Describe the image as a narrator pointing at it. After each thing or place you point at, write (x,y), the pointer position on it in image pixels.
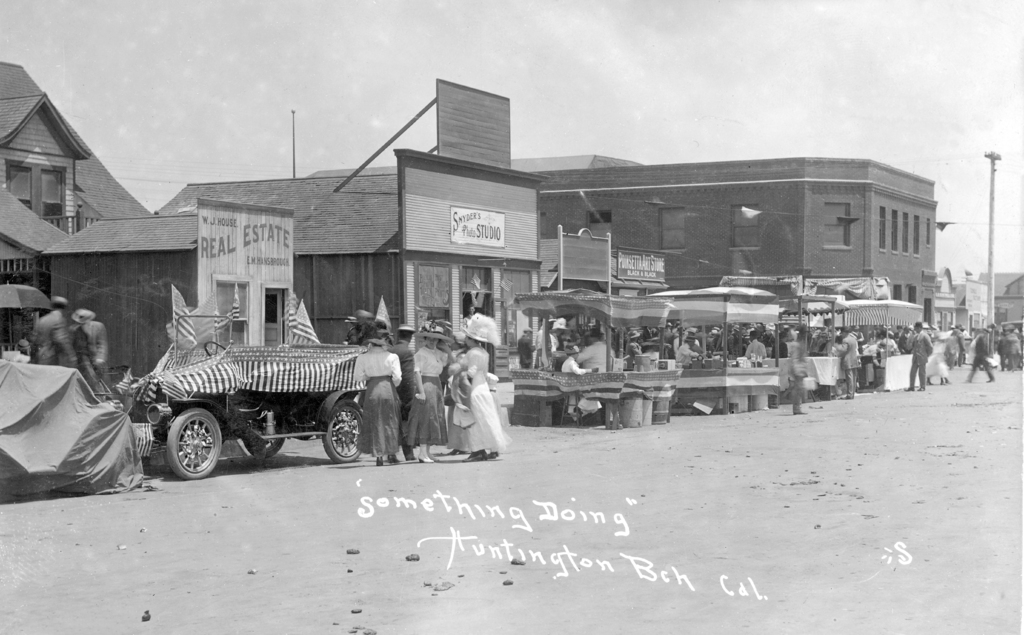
In this picture we can see group of persons (796,342) standing near to the tent (712,351). On the right (989,319) there is a pole (992,150). Here we can see some boards (635,257) which is on the wall (583,207). On the left (180,333) there is a car (274,378) which is near to the real estate board (265,256). On the top (471,9) we can see sky (702,80) and clouds (902,89). On the bottom (468,541) there is a watermark (691,587).
